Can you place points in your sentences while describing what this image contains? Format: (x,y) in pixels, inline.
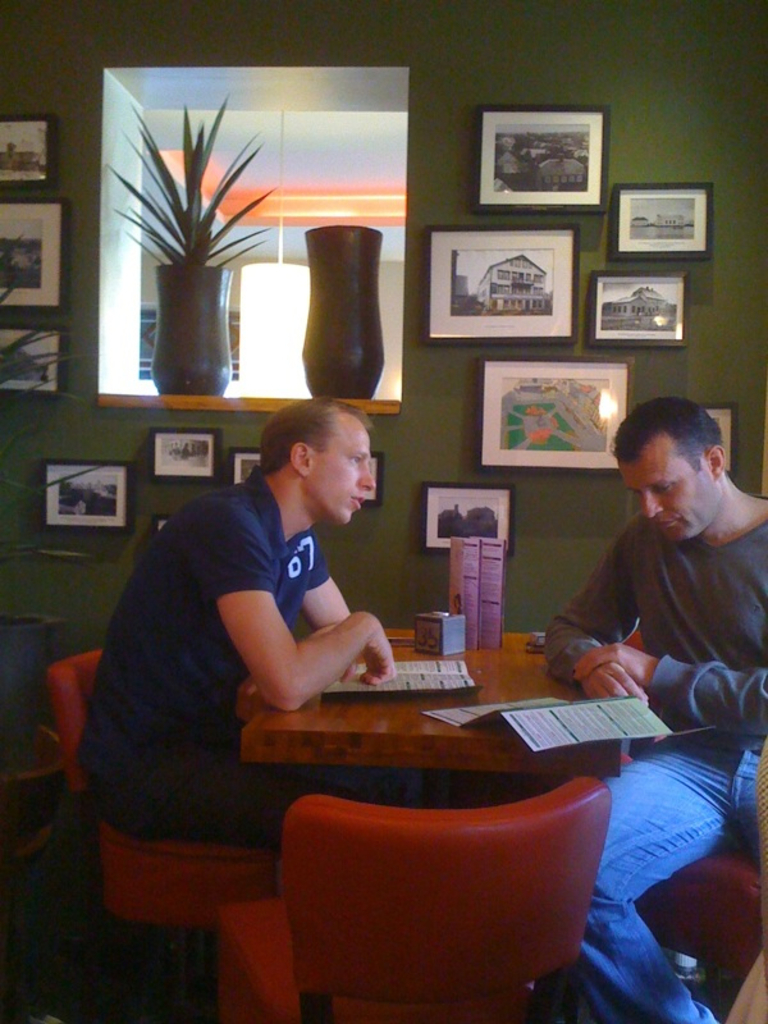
In this picture a man (145,572) who is sitting on the chair (78,722), looking at the person (671,628) in front of him. The another person (593,575) is looking at the menu card (527,701) which is placed on the table (447,732). There is a wall (89,448) beside them, there are a lot of photo frames (555,412) placed on the wall (175,419). There is also a plant (182,240) kept.
